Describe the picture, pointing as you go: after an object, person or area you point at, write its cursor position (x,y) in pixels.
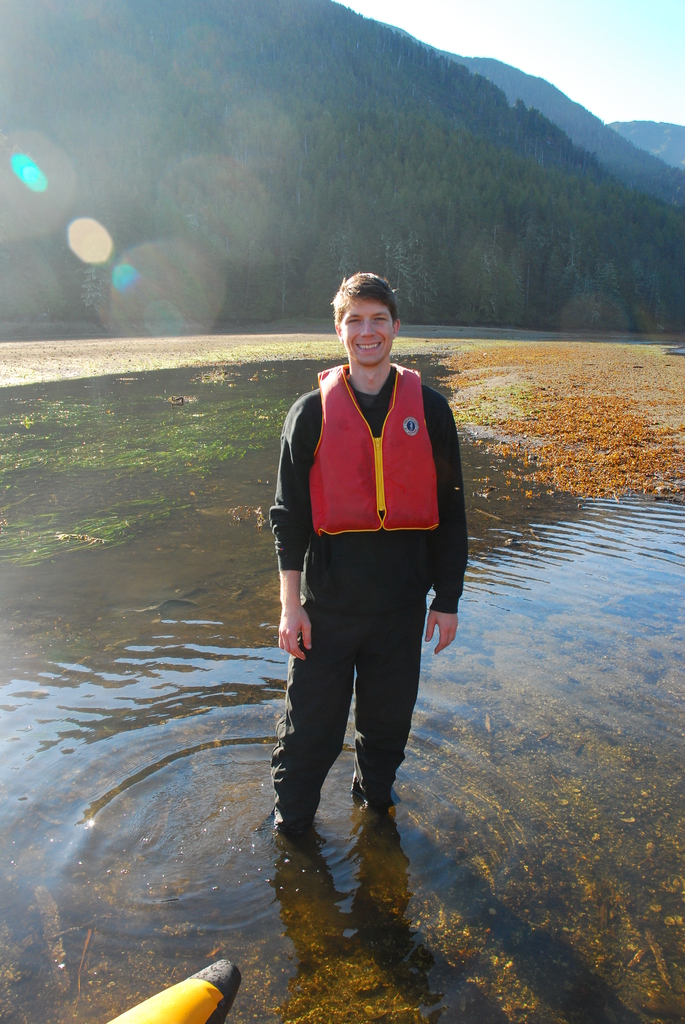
In this image in front (395,569) there is a person (342,585) standing in the water (486,829) and he is wearing a smile on his face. In the background (434,322) there are trees (451,282), mountains (401,291) and sky (532,46).
